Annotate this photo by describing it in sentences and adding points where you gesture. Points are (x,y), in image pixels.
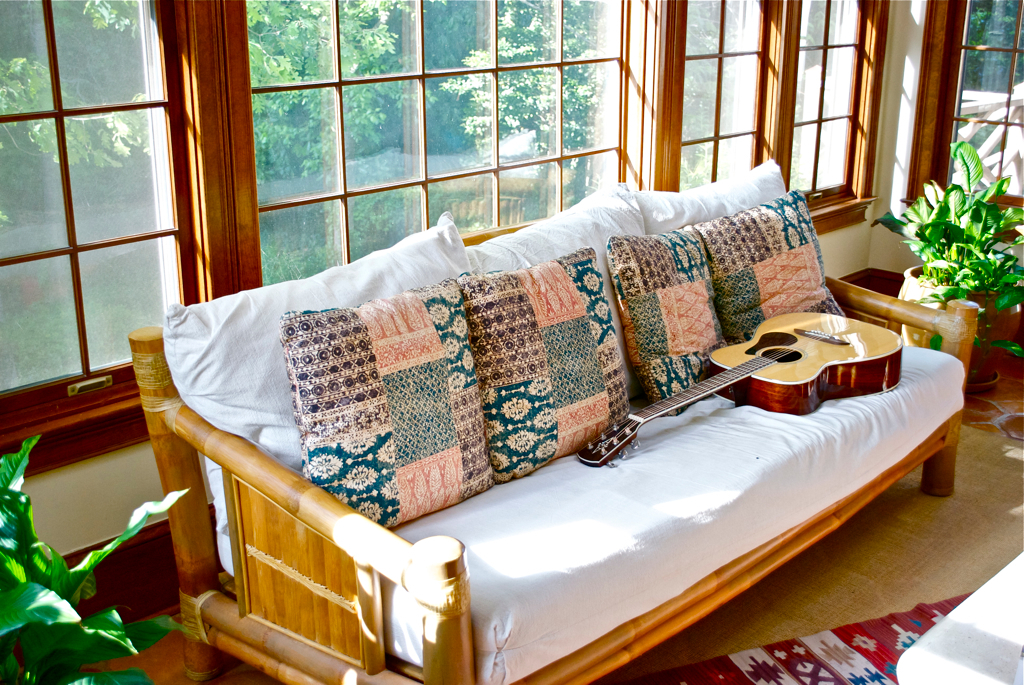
In this image there is a sofa (853,466) having different coloured cushions (552,386) and a guitar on it. To the right side of the image (956,224) there is a pot (925,283) and a plant (936,213). Back side of the sofa (244,409) there is a window (821,28). There are trees (24,123) at the background of the image (467,114). A carpet (744,662) is on the floor (860,596).
